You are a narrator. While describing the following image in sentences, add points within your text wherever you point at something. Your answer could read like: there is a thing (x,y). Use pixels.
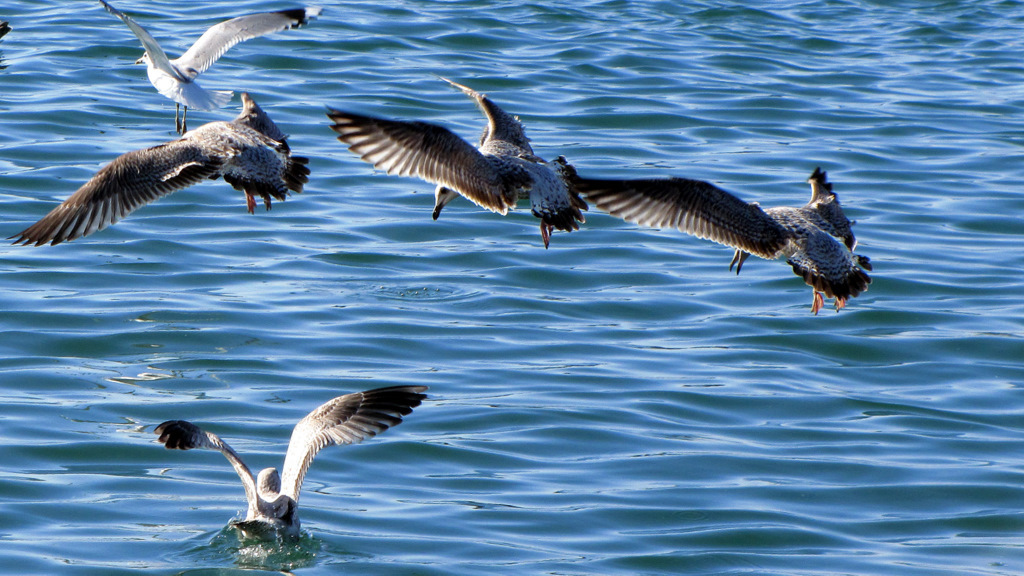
This picture is clicked outside and we can see there are some birds (227,140) seems to be flying and we can see another bird (242,466) in the water body (513,433).
